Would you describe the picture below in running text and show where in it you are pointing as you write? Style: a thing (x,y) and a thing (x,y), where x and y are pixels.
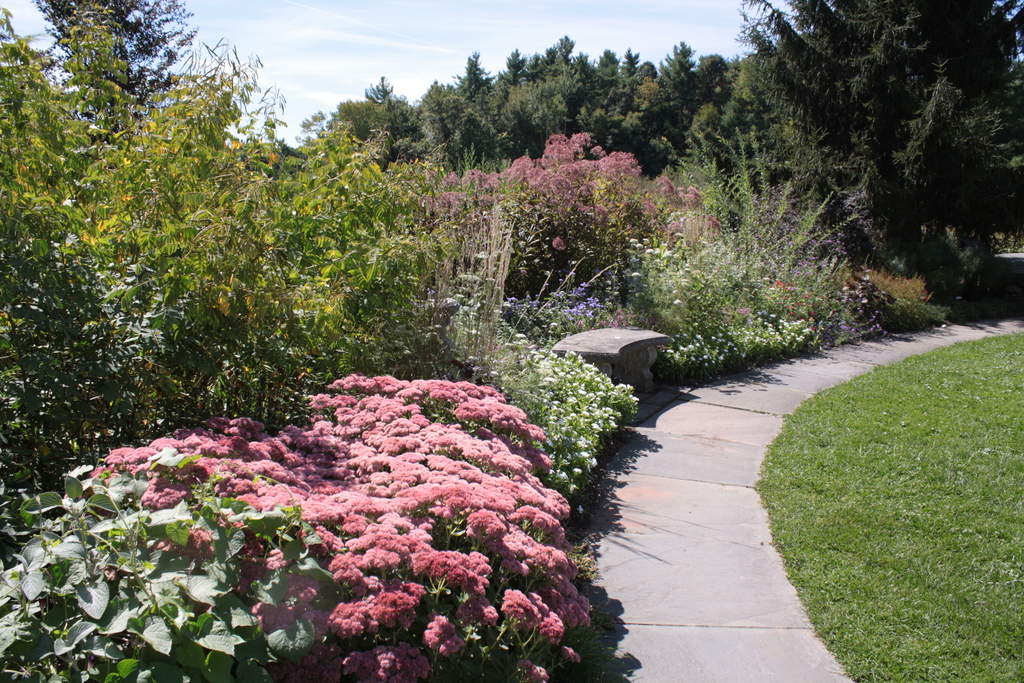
In this image, we can see some plants (364,346) beside the path (849,360). There are some trees (416,136) in the middle of the image (368,268). There is a grass (958,406) on the right side of the image (971,403). There is a sky (517,40) at the top of the image (523,46).
